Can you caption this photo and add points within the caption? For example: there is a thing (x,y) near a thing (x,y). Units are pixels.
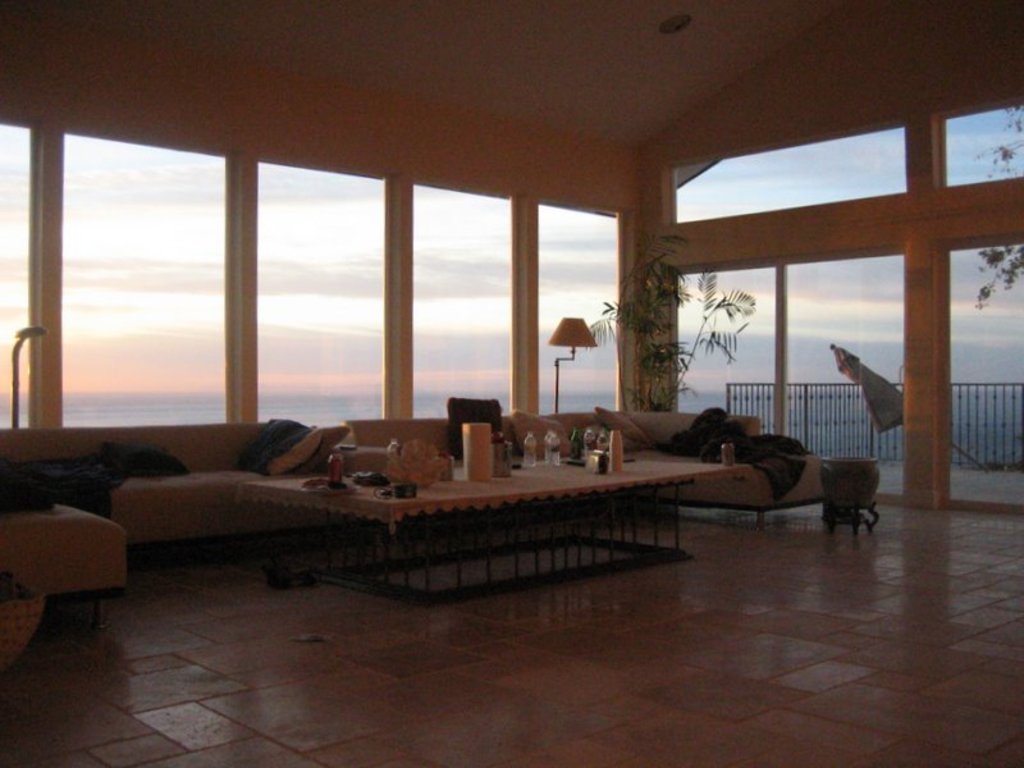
This is inside a building (509,563). There are sofas (313,465) with pillows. Also there is a table (437,502). On the table (431,501) there are bottles (559,460) and many other items (428,461). In the back (656,374) there is a plant (650,370). Also there are pillars (928,401). On the right side (811,409) there is a railing (826,406). In the background (352,299) there is sky (374,268).
